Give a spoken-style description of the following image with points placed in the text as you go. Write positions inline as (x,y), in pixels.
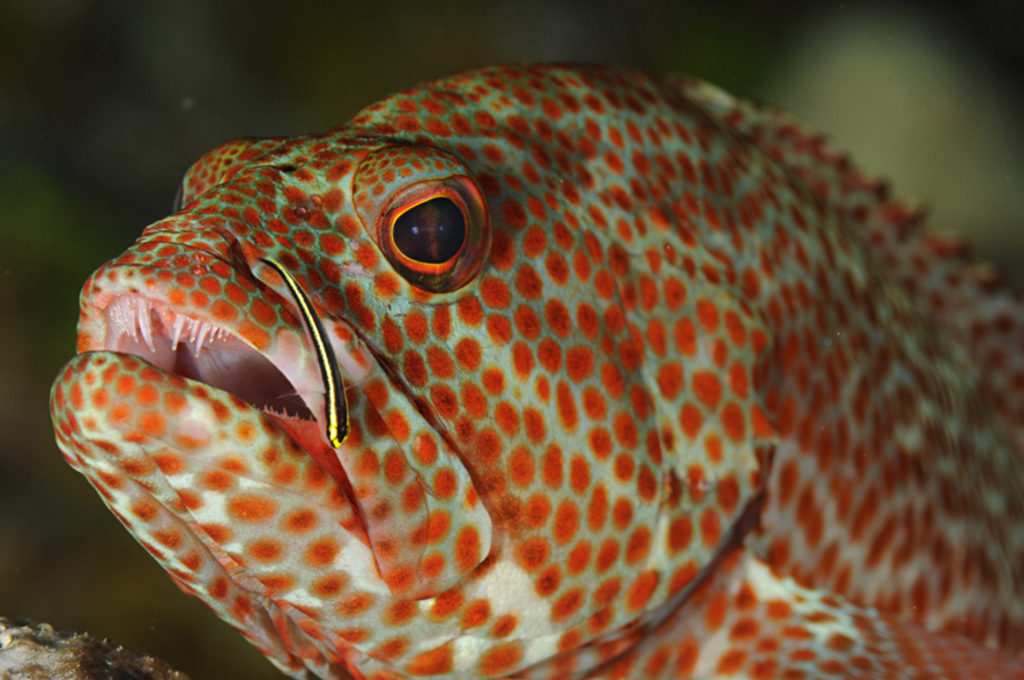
In this picture we can see an animal (615,309). In the background (980,91) the image is blur.
